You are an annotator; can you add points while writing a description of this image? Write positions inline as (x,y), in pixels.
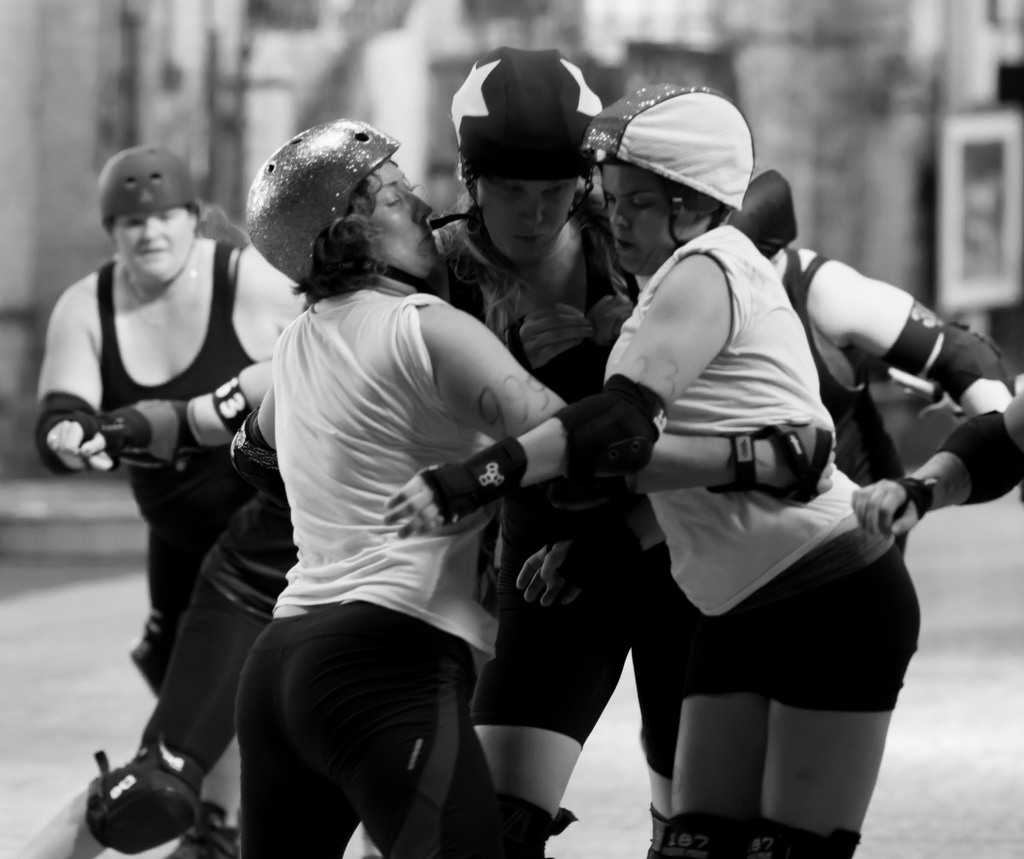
In this black and white image, we can see persons (313,502) wearing clothes (884,595). In the background (950,619), image is blurred.
